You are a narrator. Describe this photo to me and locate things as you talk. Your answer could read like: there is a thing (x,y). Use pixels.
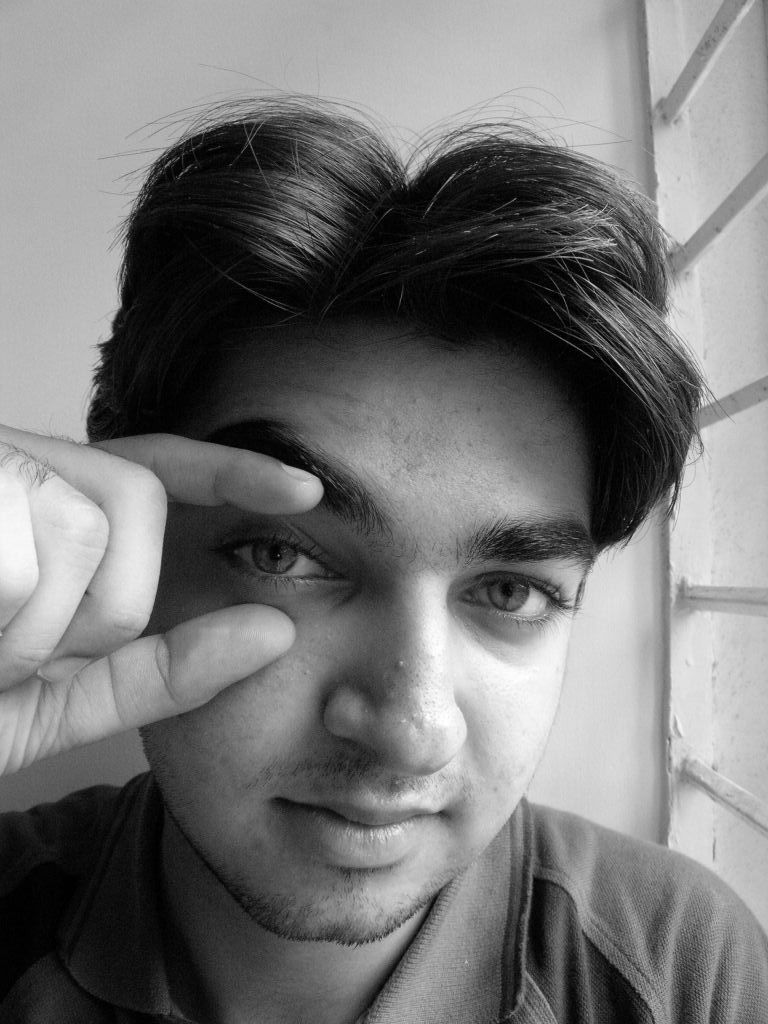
This is a black and white picture. The man (370,775) in front of the picture is looking at the camera. He is opening his right eye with his hand (83,475). On the right side (753,785), we see a window (718,833). In the background (475,112), we see a wall (90,38).
